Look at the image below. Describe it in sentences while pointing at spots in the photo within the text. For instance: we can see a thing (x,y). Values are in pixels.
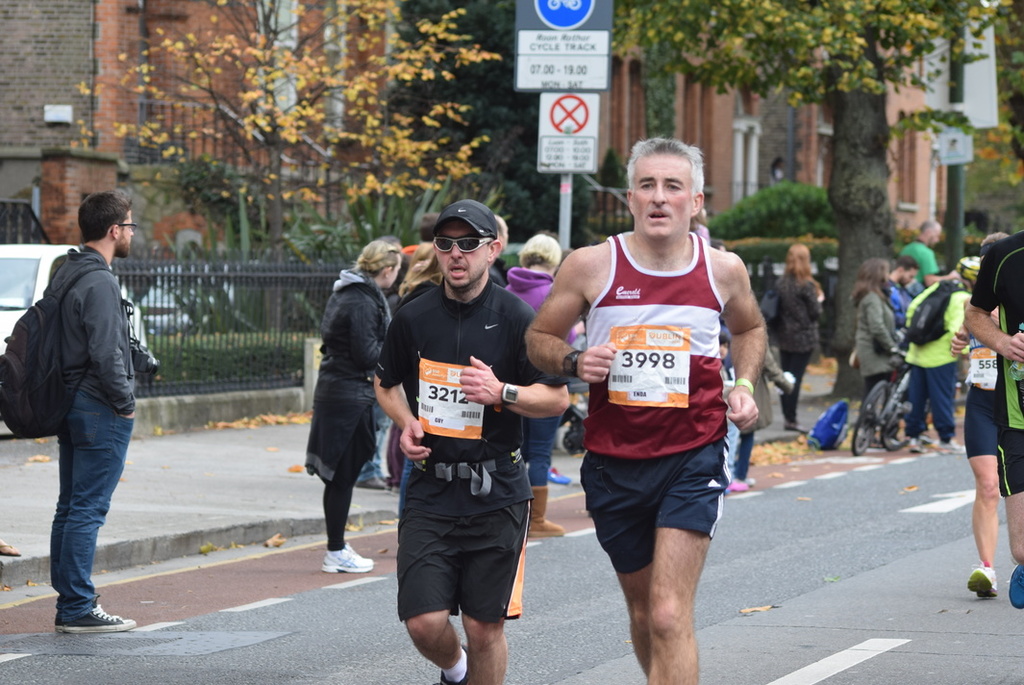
In this image there are persons (532,413) running, standing and walking. In the background (569,142) there is a board (575,122) with some text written on it and there is a fence (246,335), there are trees (276,182), there is a building (325,123) and on the left side (164,322) there are cars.
